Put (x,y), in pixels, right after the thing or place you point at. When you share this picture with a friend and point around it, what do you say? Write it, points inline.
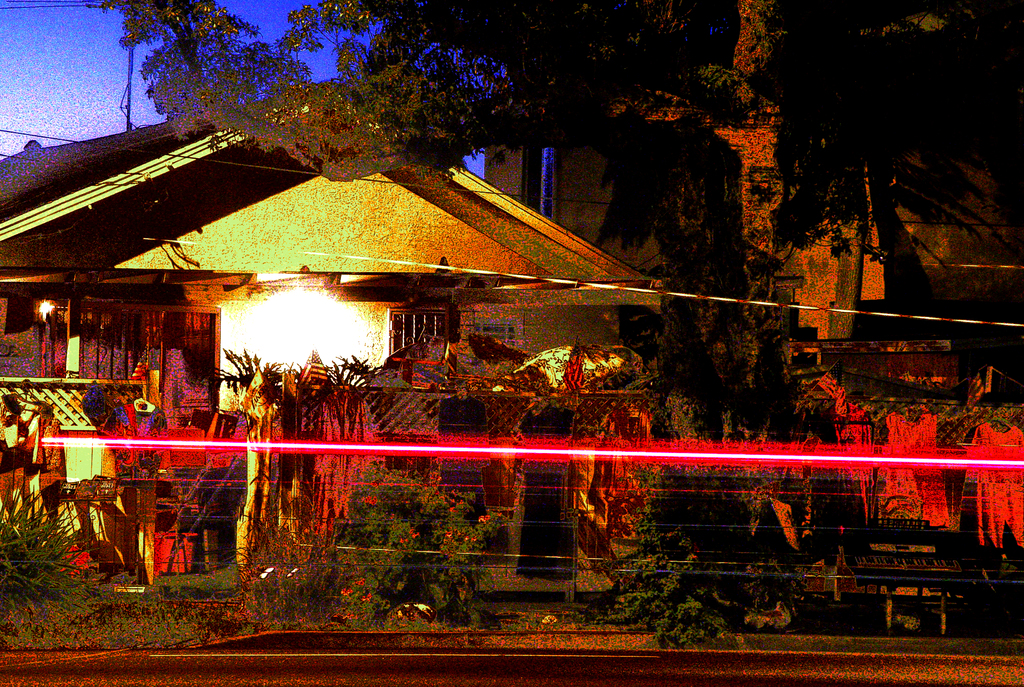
In this image there are houses (560,237), trees (837,199), plants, flower pots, wall (531,342), lights (276,356) and some objects (169,487). At the bottom (509,685) there is a road (211,677), and at the top (105,65) there are some wires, pole (127,76) and sky (141,93).
